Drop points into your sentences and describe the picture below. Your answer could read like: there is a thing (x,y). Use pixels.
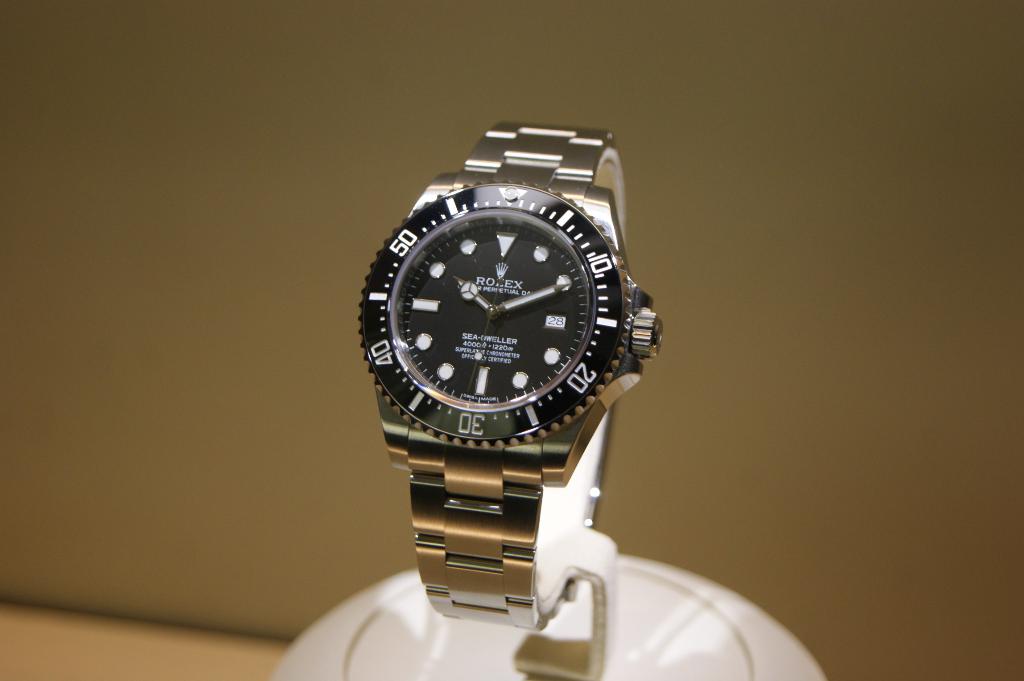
In this image, we can see a watch (534,528) on the white colored holder (293,650). We can see the background (130,28). We can also see the ground (120,634).
